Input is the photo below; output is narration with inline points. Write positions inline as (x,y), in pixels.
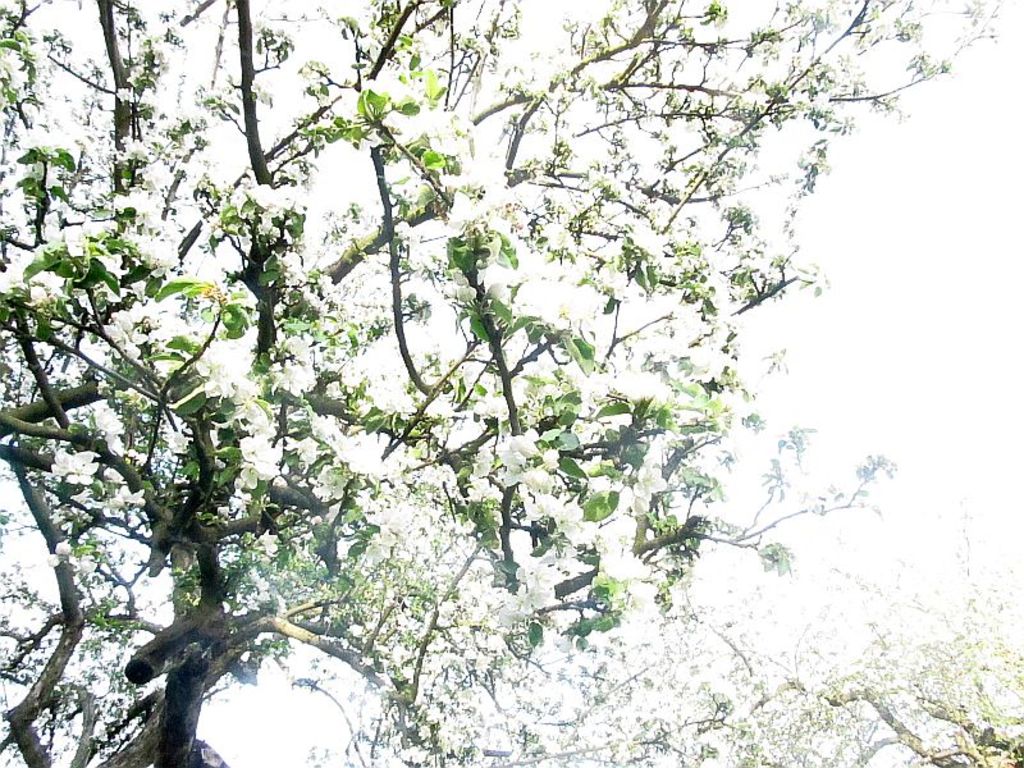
In the center of the image (517,494) there are trees (487,690) and we can see blossoms (485,486). In the background (790,387) there is sky (900,314).
